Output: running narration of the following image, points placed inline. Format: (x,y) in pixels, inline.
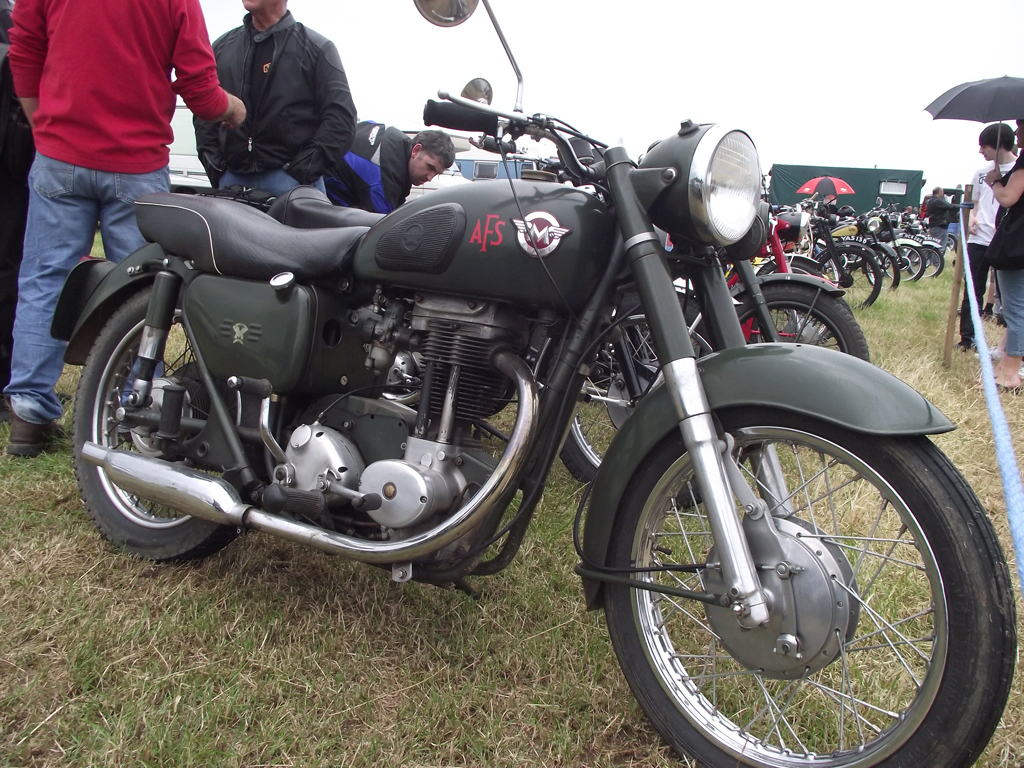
These are the motorbikes (788,282), which are parked. I can see few people (389,162) standing. Here is a person (1010,288) holding an umbrella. This looks like a rope (1010,486). Here is the grass (1017,615). In the background (866,194), I can see a shelter (900,184) and an umbrella (816,180).
